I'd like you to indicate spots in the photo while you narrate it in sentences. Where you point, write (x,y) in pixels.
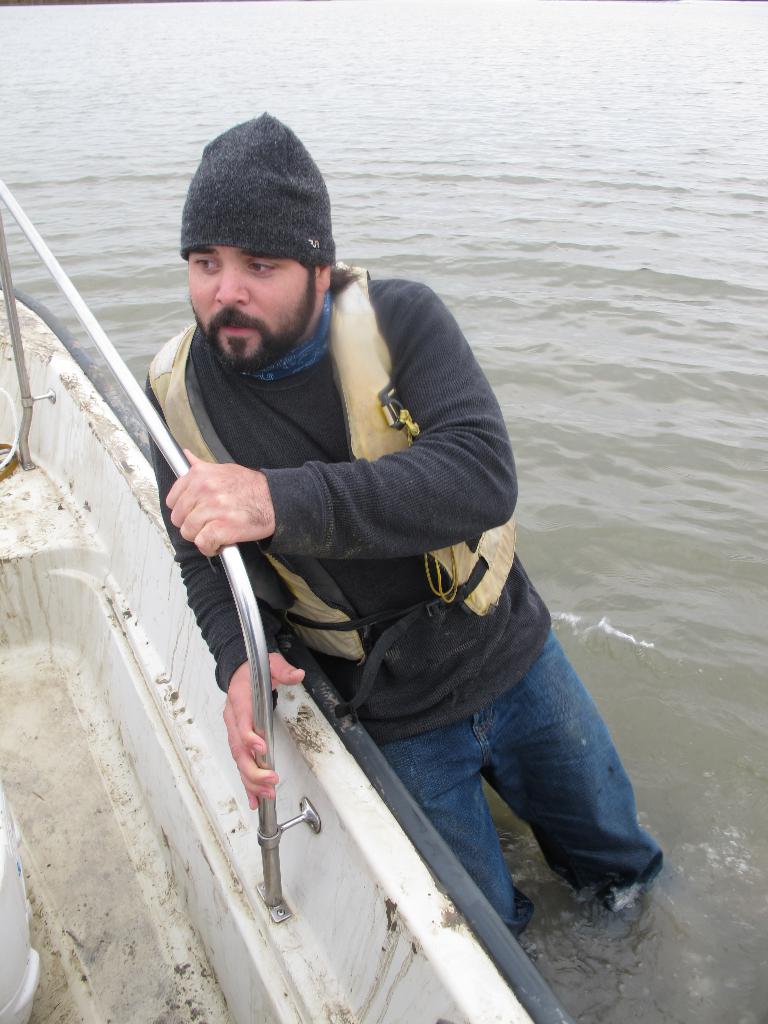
In this image there is a man (294,354) with a cap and a blue jean (503,781) and he is holding the stand (245,611) of a boat (315,848) and the background (638,174) is full of water (638,261).
